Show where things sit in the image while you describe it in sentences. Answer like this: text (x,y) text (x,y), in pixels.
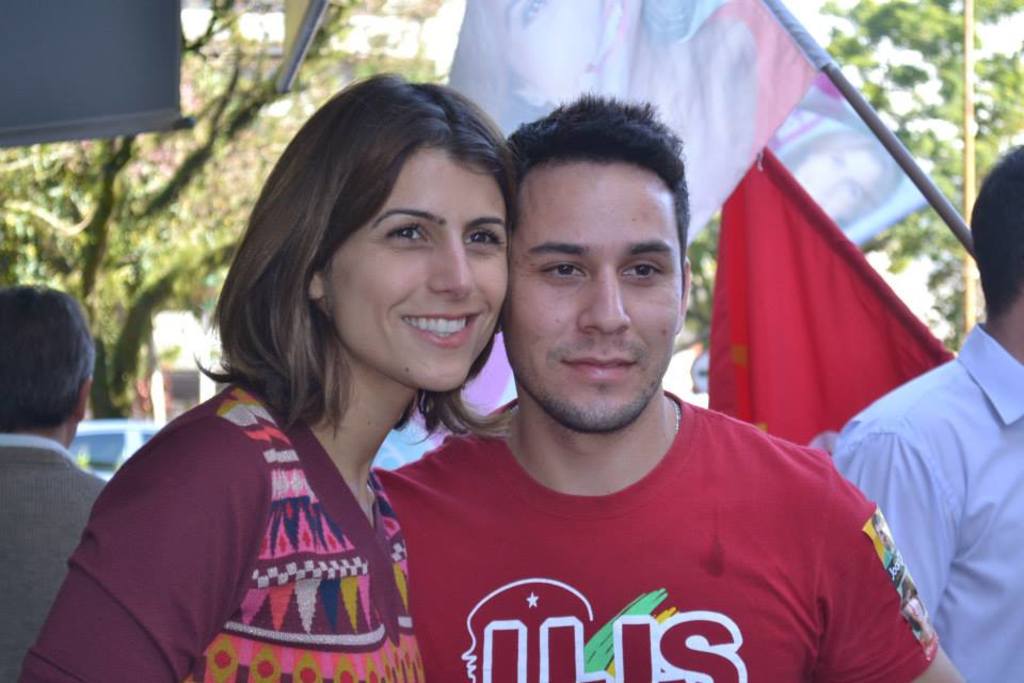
In this picture there is a man (660,496) who is wearing red t-shirt (675,553). He is standing near to the woman (376,343). On the right (995,440) there is a person (927,437) who is near to the flags (791,325). On the left (67,336) we can see another person (35,452). On the background (88,469) we can see building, car (87,426) and trees (217,198). Here it's a sky (809,3).
